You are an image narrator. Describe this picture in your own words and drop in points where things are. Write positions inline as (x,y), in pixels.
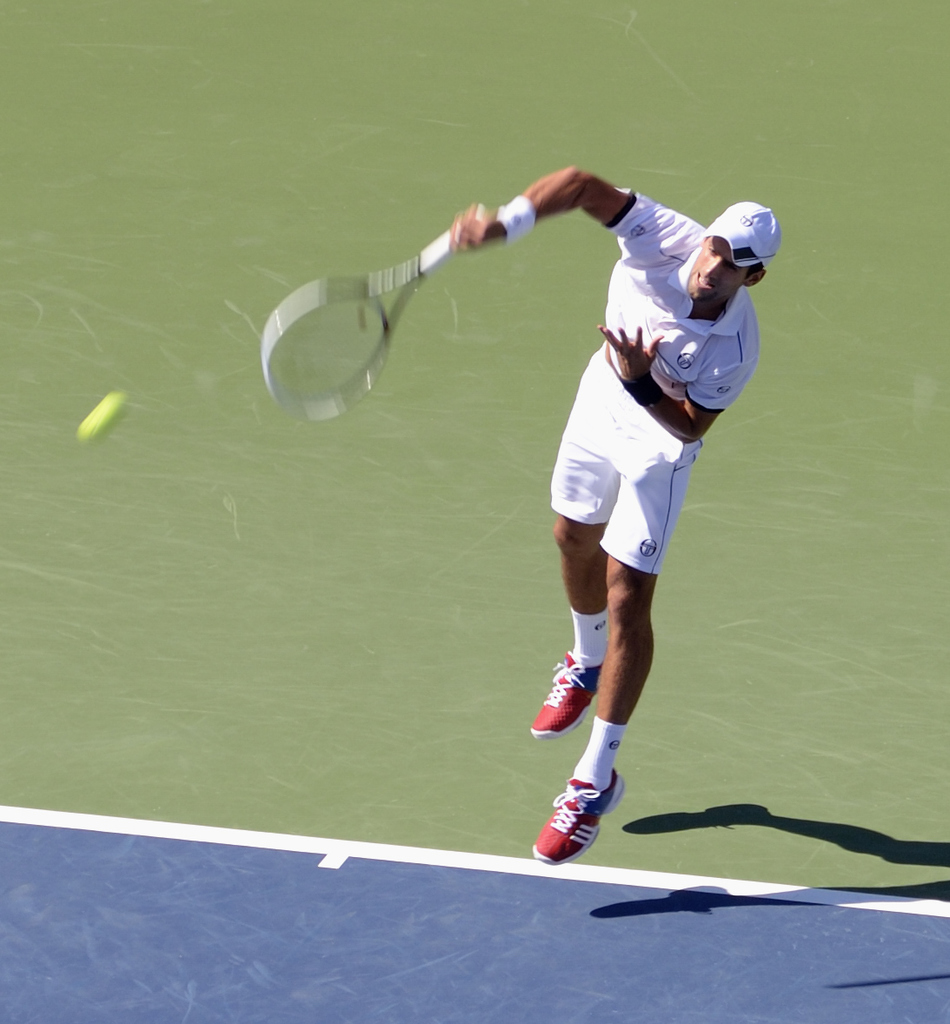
In this image we can see a person (649,392) wearing white color dress (617,372) playing tennis holding tennis racket (319,325) in his hands (472,215) jumping in the air and there is a ball (114,398) in front of him.
